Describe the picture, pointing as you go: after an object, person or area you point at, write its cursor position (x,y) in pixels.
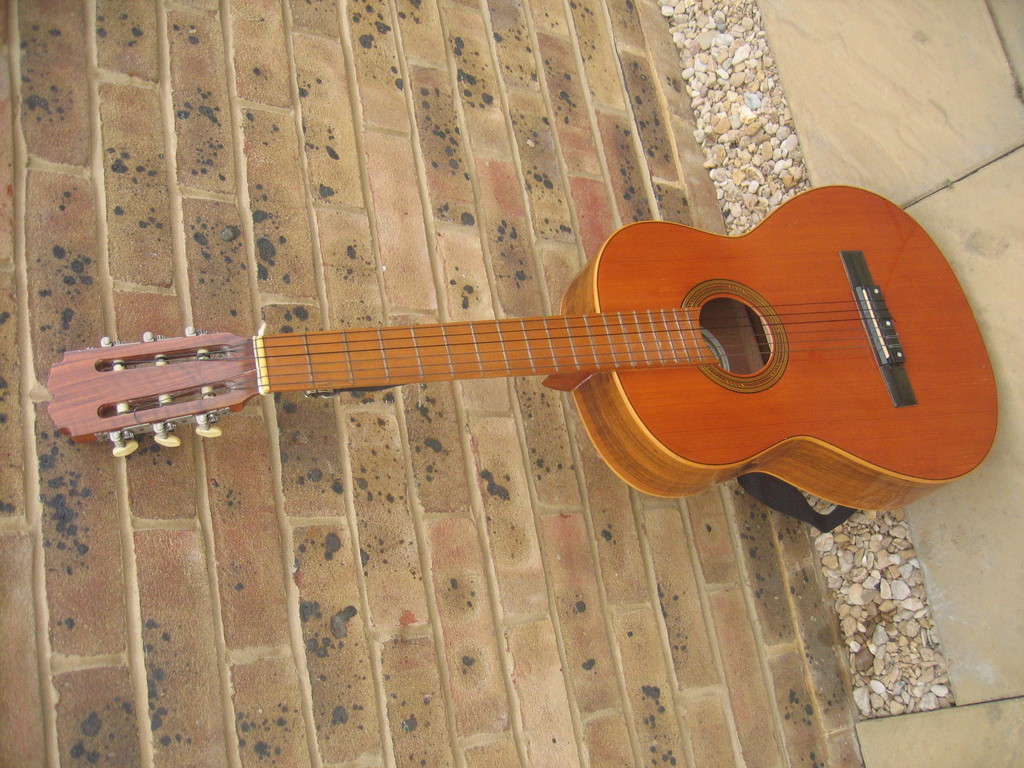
In this image, we can see a guitar (669,341), strings (671,340). The left side (320,543), we can see brick wall (368,562). In the right side (977,533), we can see tiles (934,135). Here we can see stones (738,133).
